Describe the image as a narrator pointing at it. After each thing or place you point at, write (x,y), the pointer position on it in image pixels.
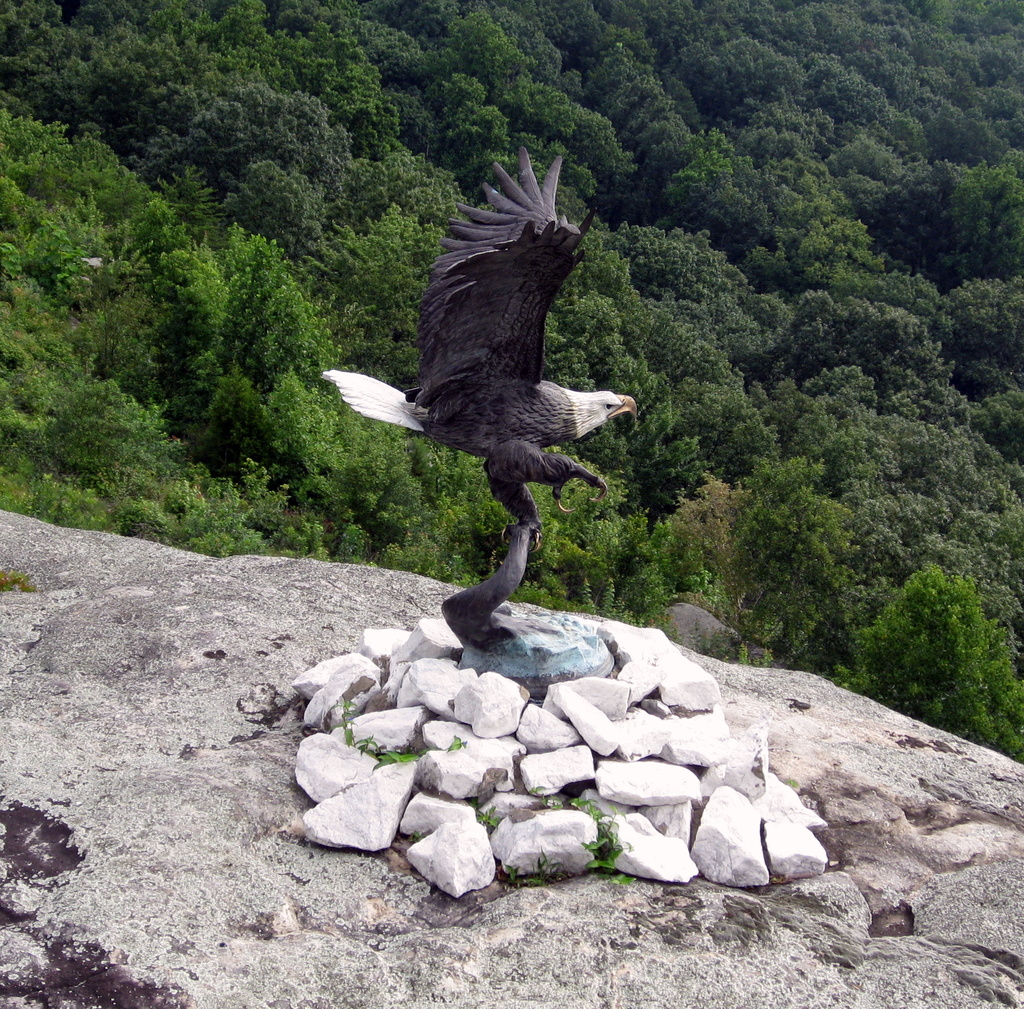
Here we can see an eagle statue (437,363) and there are stones (621,745). In the background (561,120) we can see trees (306,425).
